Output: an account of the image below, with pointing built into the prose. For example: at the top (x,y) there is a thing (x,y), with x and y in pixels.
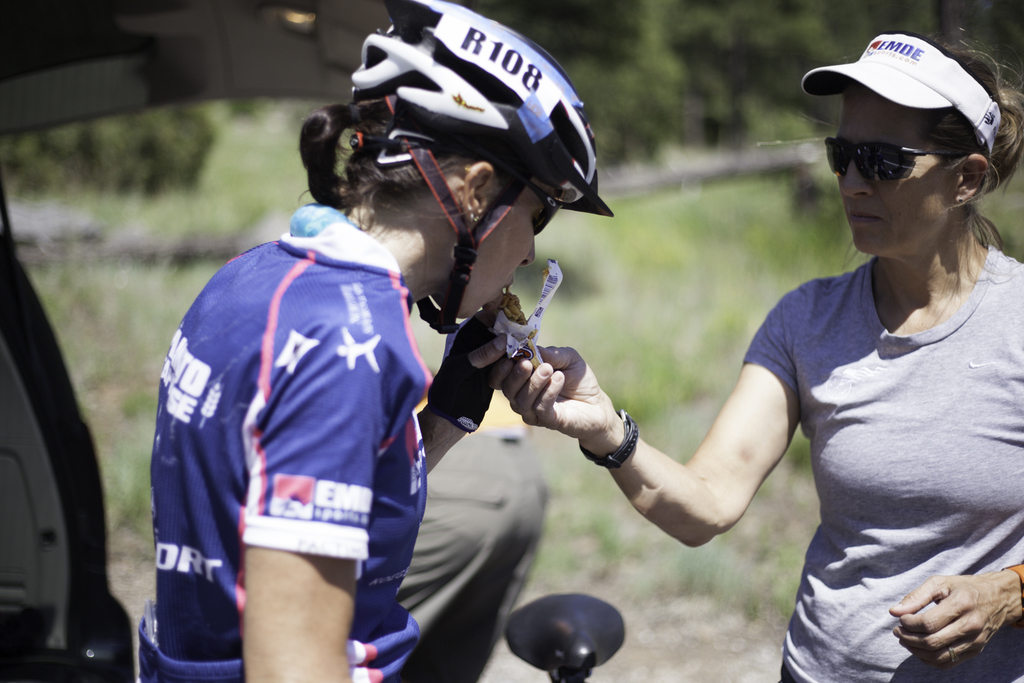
On the right side of the image (923,371) we can see a lady (961,389) standing and feeding to a lady (382,322) who is standing next to her. In the background (133,444) there is a vehicle (100,491) and grass (668,565).
